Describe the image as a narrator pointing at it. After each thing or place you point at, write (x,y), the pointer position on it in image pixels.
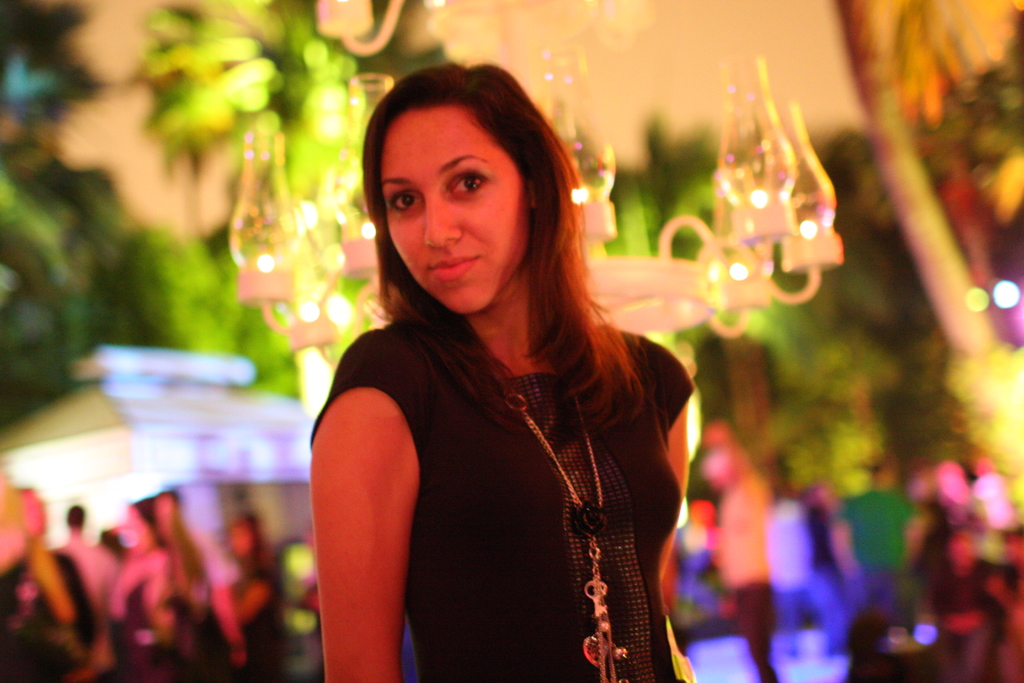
In this image I can see a woman (353,425) in the front (611,415) and I can see she is wearing black colour dress (624,453). In the background (955,594) I can see number of people (902,651), number of lights (580,152), few trees (15,188) and I can see this image is blurry in the background (713,377).
